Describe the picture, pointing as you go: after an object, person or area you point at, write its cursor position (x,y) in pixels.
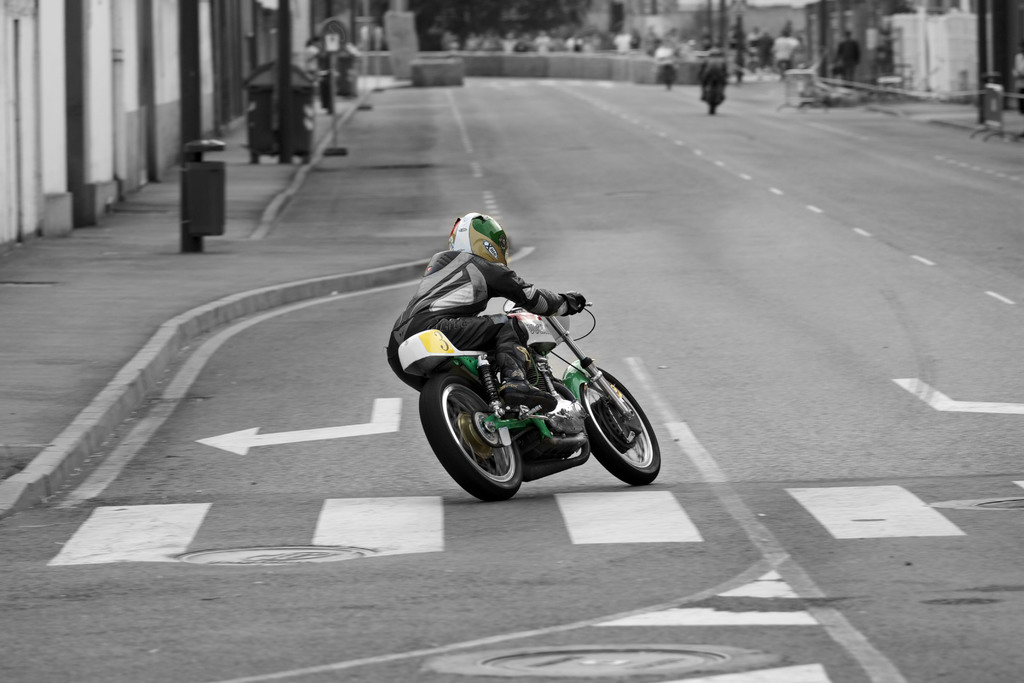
Image i can see a person (497,337) riding the bike (569,379) on the road (661,386), at the back ground (224,81) i can see a pole (193,66), a building (144,56) and few persons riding the bike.
